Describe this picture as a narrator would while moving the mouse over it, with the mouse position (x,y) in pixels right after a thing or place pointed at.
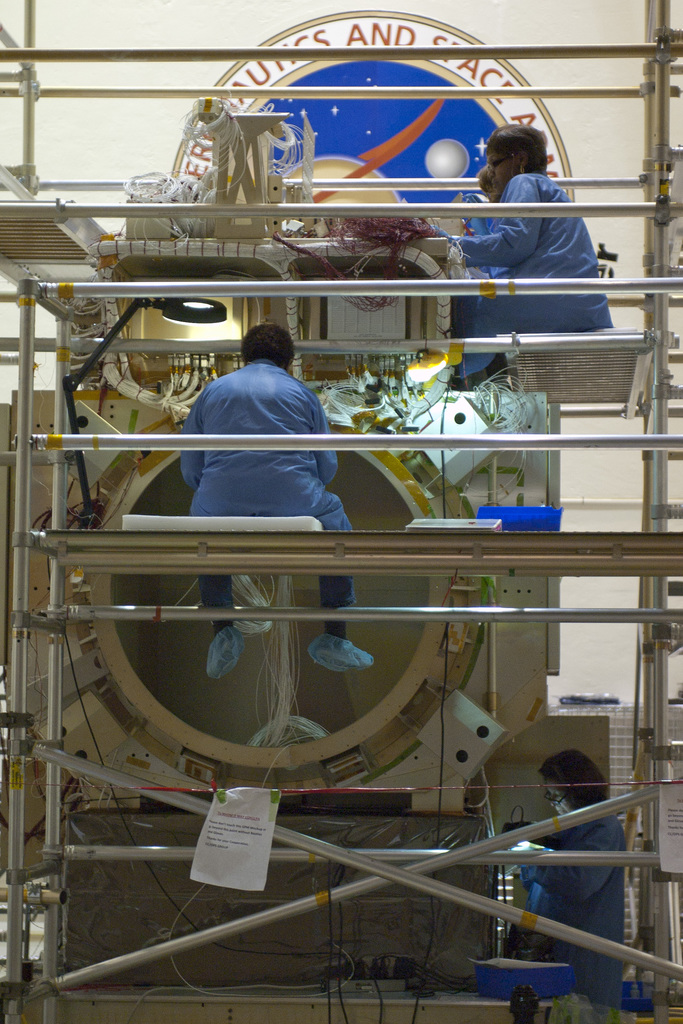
In the picture I can see two persons (249,353) sitting on the stainless steel structured block (583,555). I can see the machine (533,475) on the floor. There is a woman (593,1002) standing on the floor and she is on the bottom right side of the picture (572,958). In the background (344,138), I can see the logo design (355,133) on the wall (411,39).
